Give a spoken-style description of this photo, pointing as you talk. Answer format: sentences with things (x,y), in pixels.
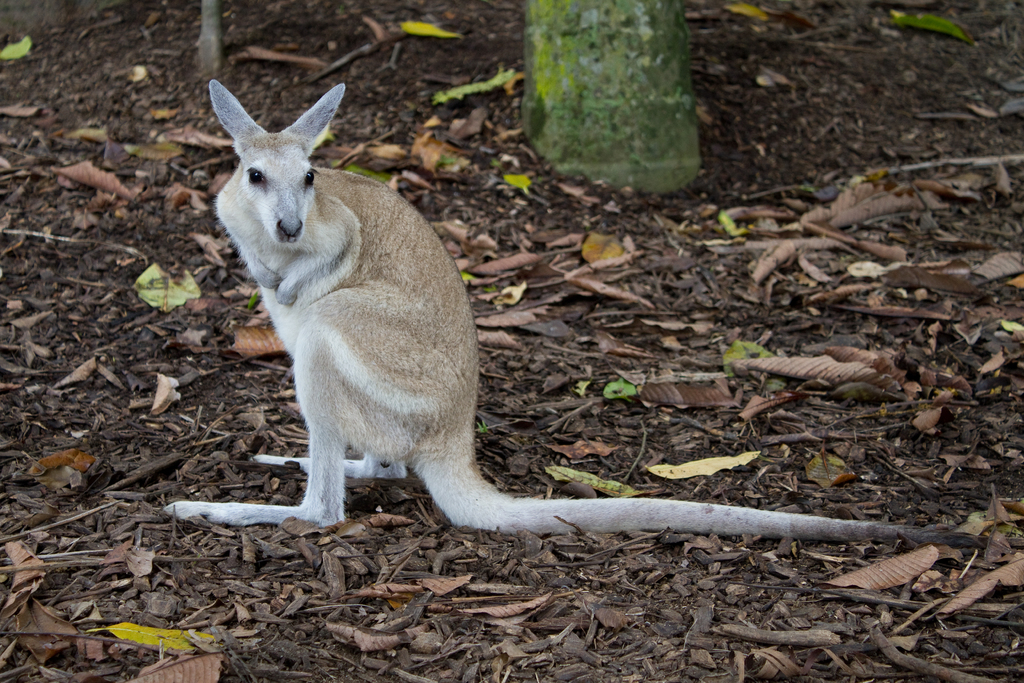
In this image, I can see a kangaroo (471,376). There are dried leaves (78,176) on the ground (780,408). At the top of the image (632,176), It looks like a tree trunk (622,87).
